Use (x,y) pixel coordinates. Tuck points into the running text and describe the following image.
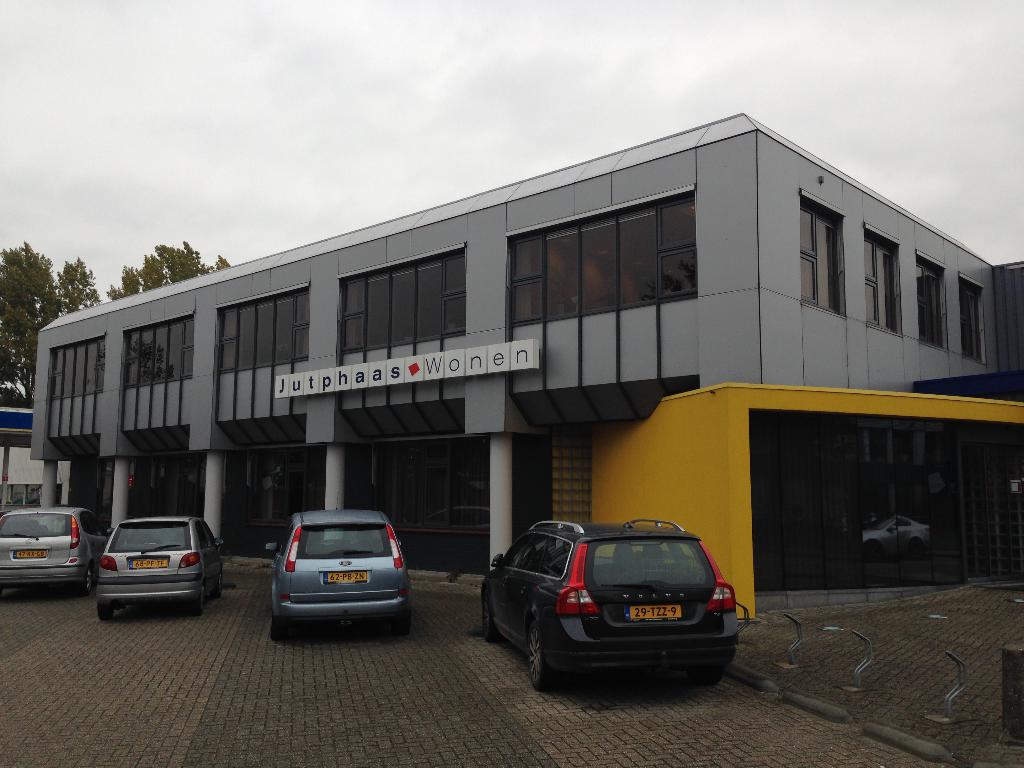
In the image we can see there are four cars (374,588) and the number plates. Here we can see footpath (597,684) and the building (100,422). Here we can see text (377,376), trees (88,285) and a cloudy sky (198,82).
